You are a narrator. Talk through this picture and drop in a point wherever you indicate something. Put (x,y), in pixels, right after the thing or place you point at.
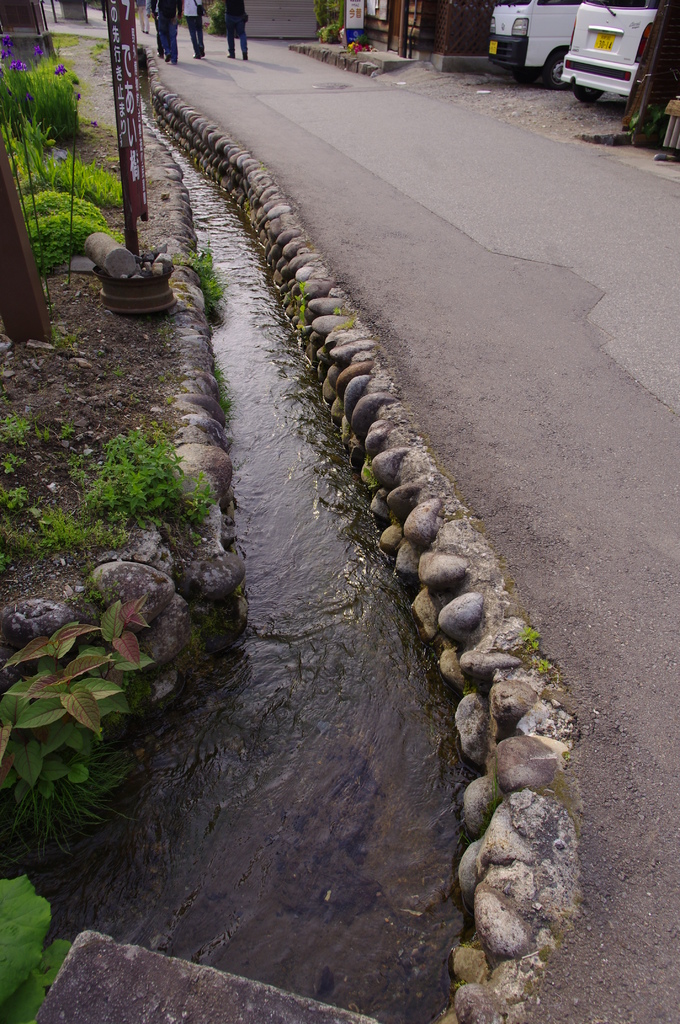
In this image, I can see water (251,722) flowing, plants (76,199), poles (7,270) and rocks (367,409). At the top of the image (244,48), there are group of people (160,34) standing on the road (295,142). At the top right side of the image (565,70), there are two vehicles (585,83), which are parked.
